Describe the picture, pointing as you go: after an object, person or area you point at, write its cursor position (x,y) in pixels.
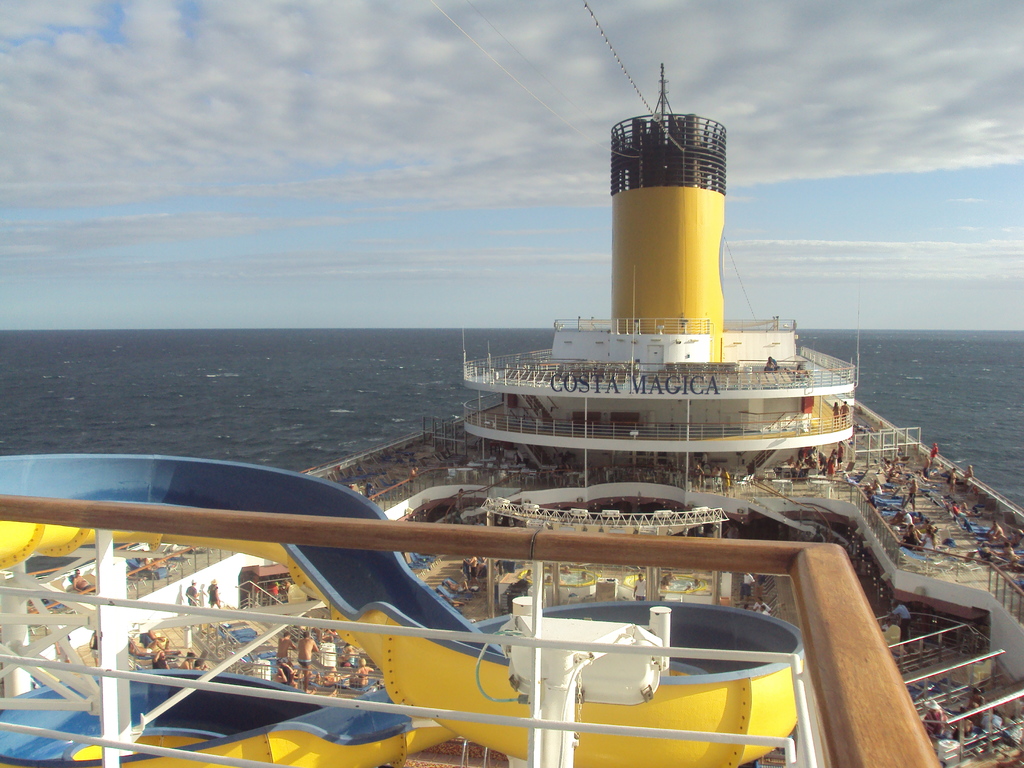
At the bottom of this image (484,715) I can see a ship (454,533). On the ship (768,488) I can see many people (355,661). In the background (240,393), I can see the water (222,389). It is looking like an Ocean (294,370). At the top (433,222) I can see the sky (461,234) and clouds (338,96).
